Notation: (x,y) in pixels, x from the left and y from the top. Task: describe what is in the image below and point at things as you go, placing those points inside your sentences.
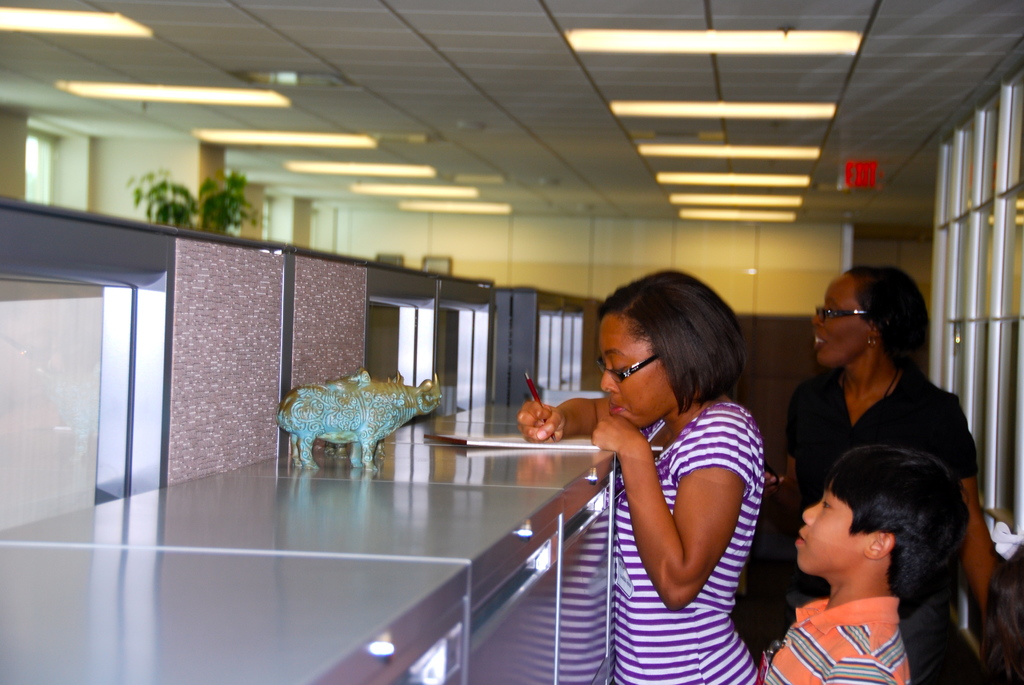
In the picture I can see a person (639,651) wearing violet and white color T-shirt (639,651) is holding a pen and writing on the paper (528,441) which is placed on the table (364,476) and we can see a toy (352,449) also placed on it. Here we can see a child (850,600) wearing orange color T-shirt (859,659) and a woman (969,497) wearing black dress (874,421) is on the right side of the image (963,477). The background of the image is blurred, where we can see plants (229,193), ceiling lights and exit board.
